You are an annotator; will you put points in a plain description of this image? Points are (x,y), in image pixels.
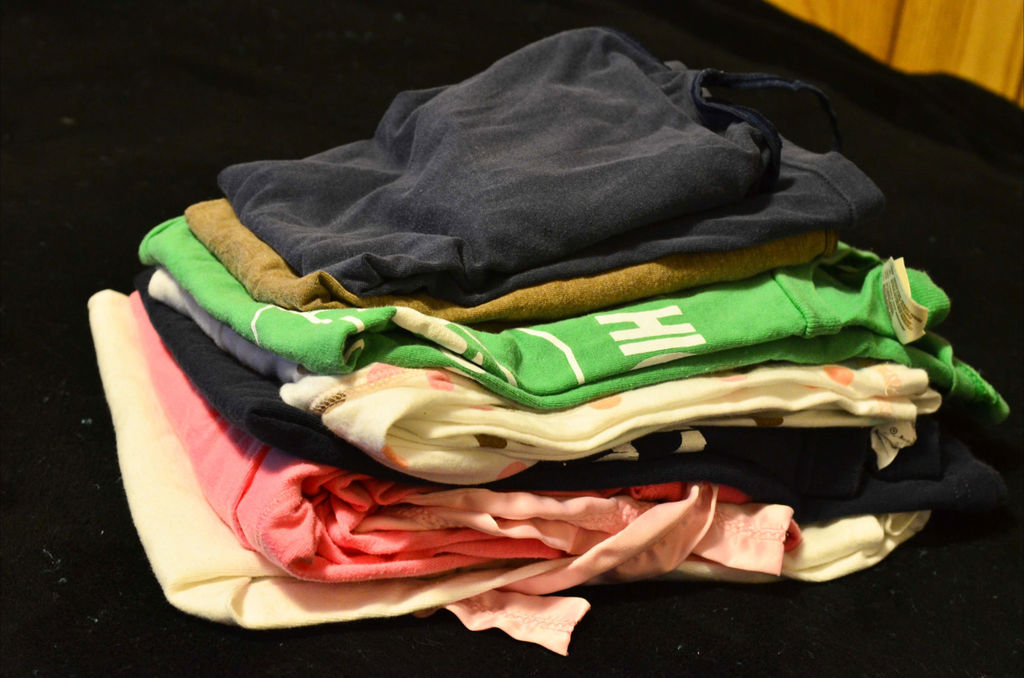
In this picture I can see clothes (276,454) on an object (73,589).
